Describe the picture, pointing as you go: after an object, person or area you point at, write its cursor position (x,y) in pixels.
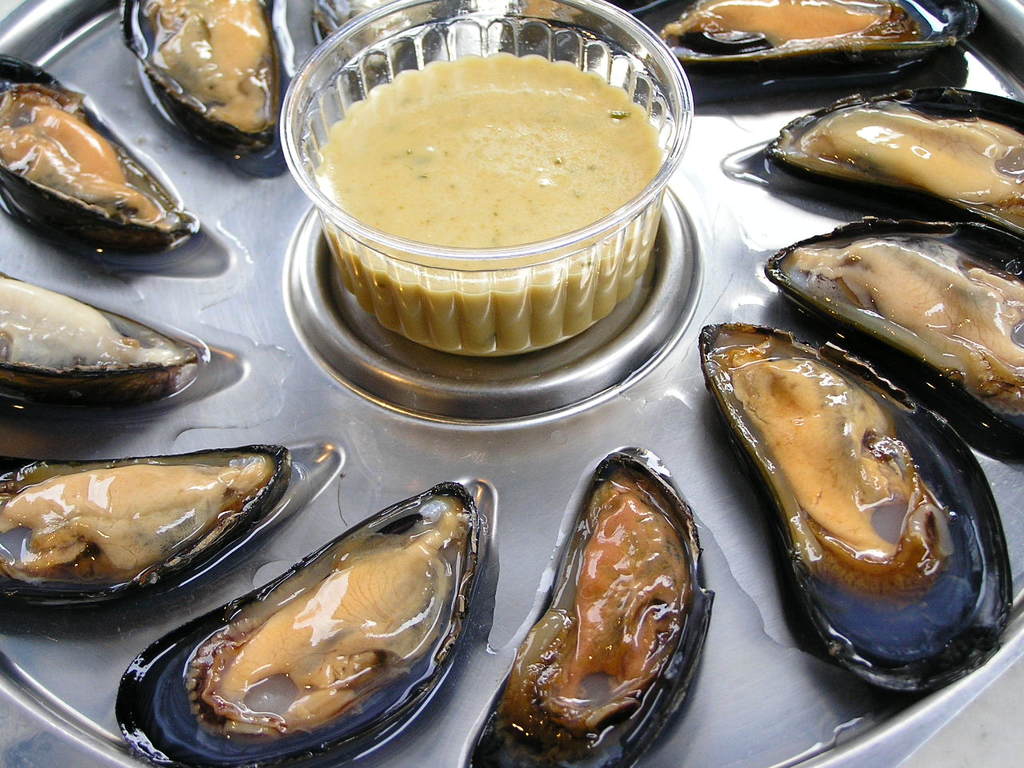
In this picture there is food (999,371) on the plate (89,102) and there is food (481,60) in the bowl (613,216).
